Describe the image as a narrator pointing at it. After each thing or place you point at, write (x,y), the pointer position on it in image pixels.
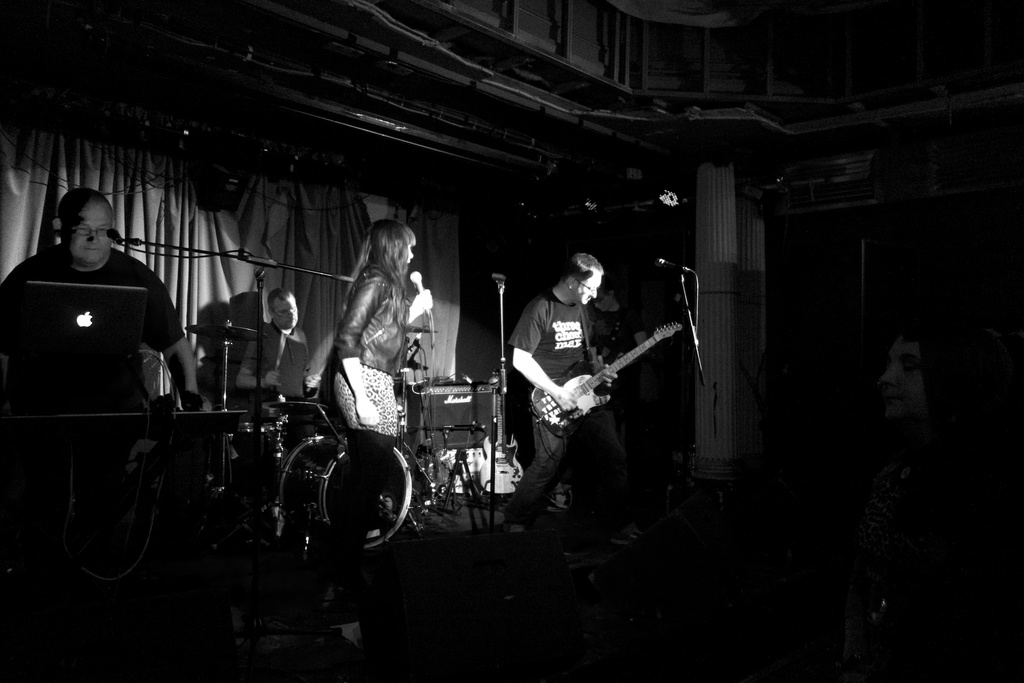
It is a music concert the musicians (375,424) are singing a song, playing guitar (589,382), playing drums (268,416), operating instruments (231,417), in the background (319,324) there is a curtain (296,233) beside these people (386,434) there are some other musical instruments (379,498).
